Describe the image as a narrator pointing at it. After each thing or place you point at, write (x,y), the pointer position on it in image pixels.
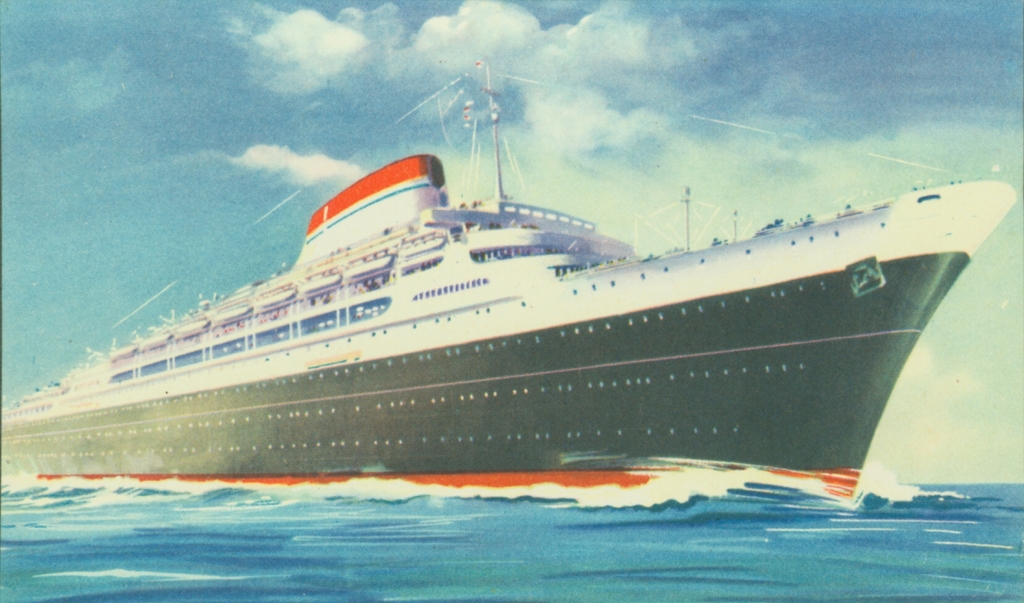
We can see ship (385,378) above the water (392,514) and we can see poles (501,180) with strings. In the background (207,18) we can see sky (892,106) with clouds (639,126).
